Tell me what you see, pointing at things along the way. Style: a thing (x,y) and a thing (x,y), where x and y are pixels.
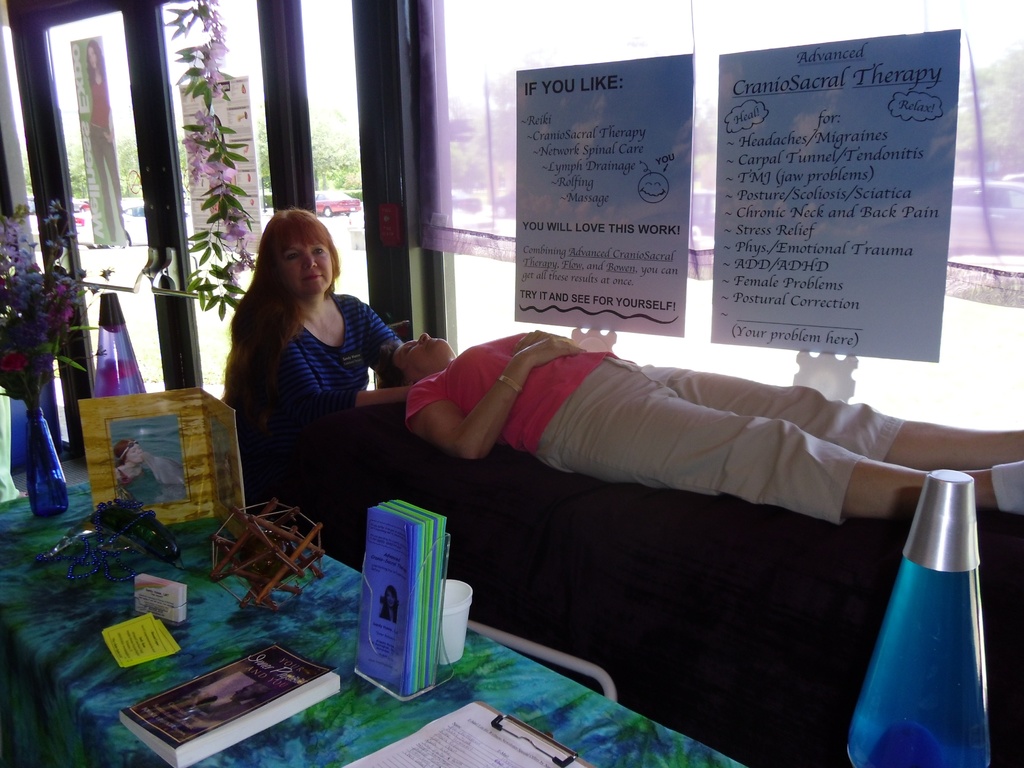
A woman (657,433) is lying on a stretcher like thing (610,482). There is another woman (374,392) doing a therapy. There are some posters (517,196) describing the therapy. There are some items (158,453) and books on a table (316,645) beside them.
